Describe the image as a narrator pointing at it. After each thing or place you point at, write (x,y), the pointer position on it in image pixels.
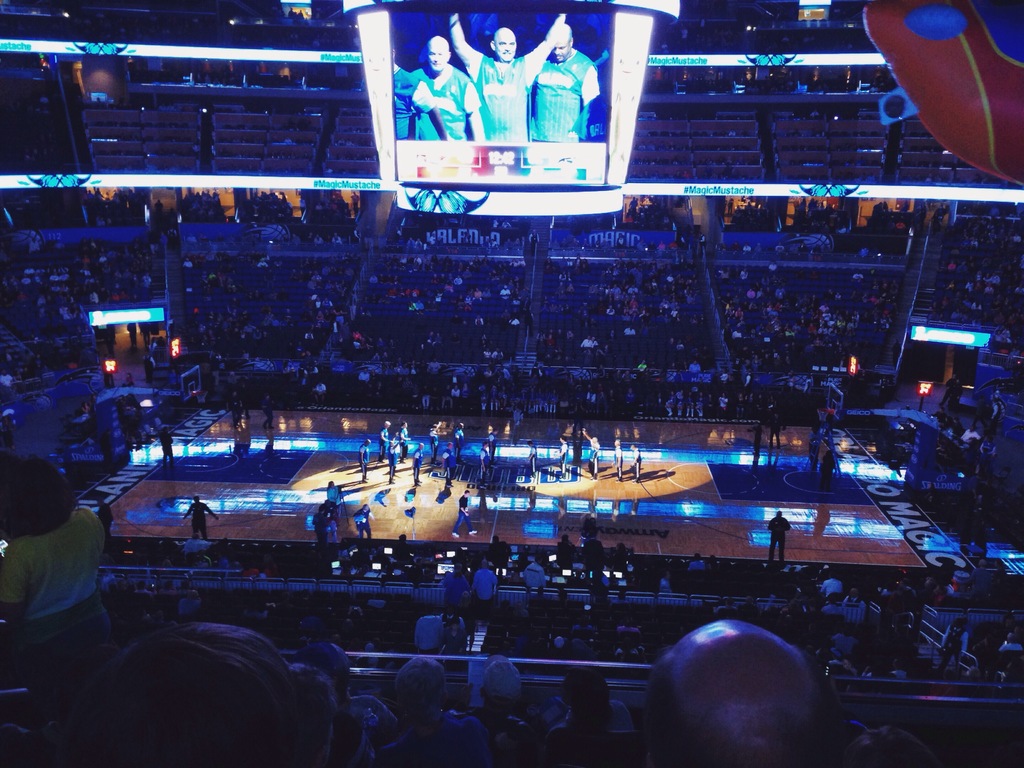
This picture consists of an auditorium (710,373) and I can see there are few persons (462,434) visible on the auditorium (420,390) at the top (408,92) I can see the screen (587,56), on the screen (568,89) I can see persons (531,66).
